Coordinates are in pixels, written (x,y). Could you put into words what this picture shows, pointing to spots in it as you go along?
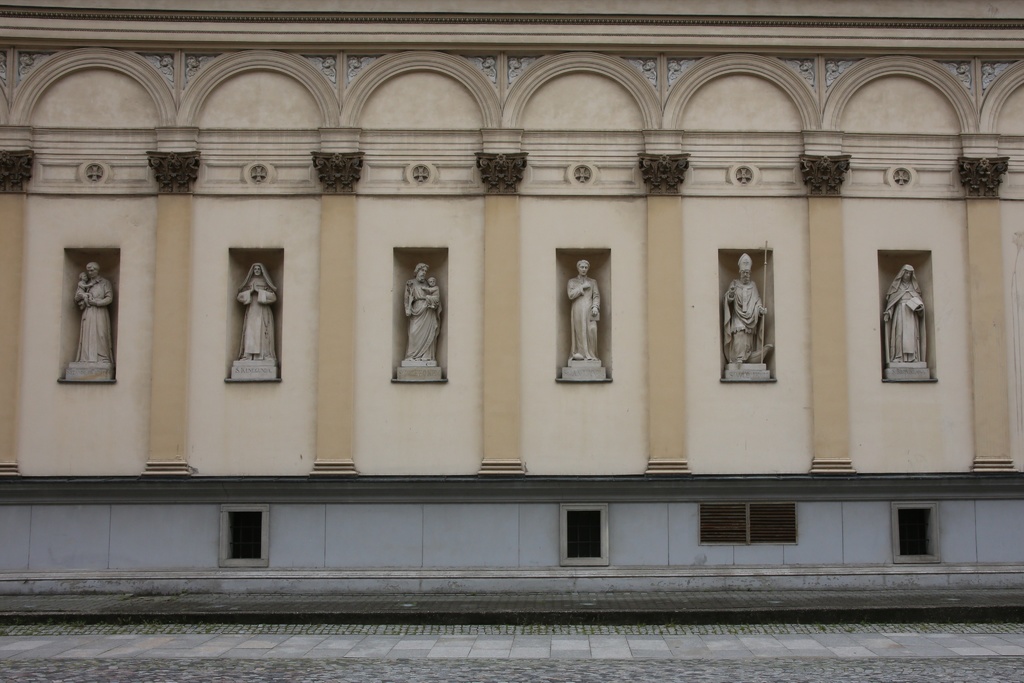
In this image there is one building (143,355) and also there are some statues (104,281), at the bottom (138,637) there is a walkway (106,645).
